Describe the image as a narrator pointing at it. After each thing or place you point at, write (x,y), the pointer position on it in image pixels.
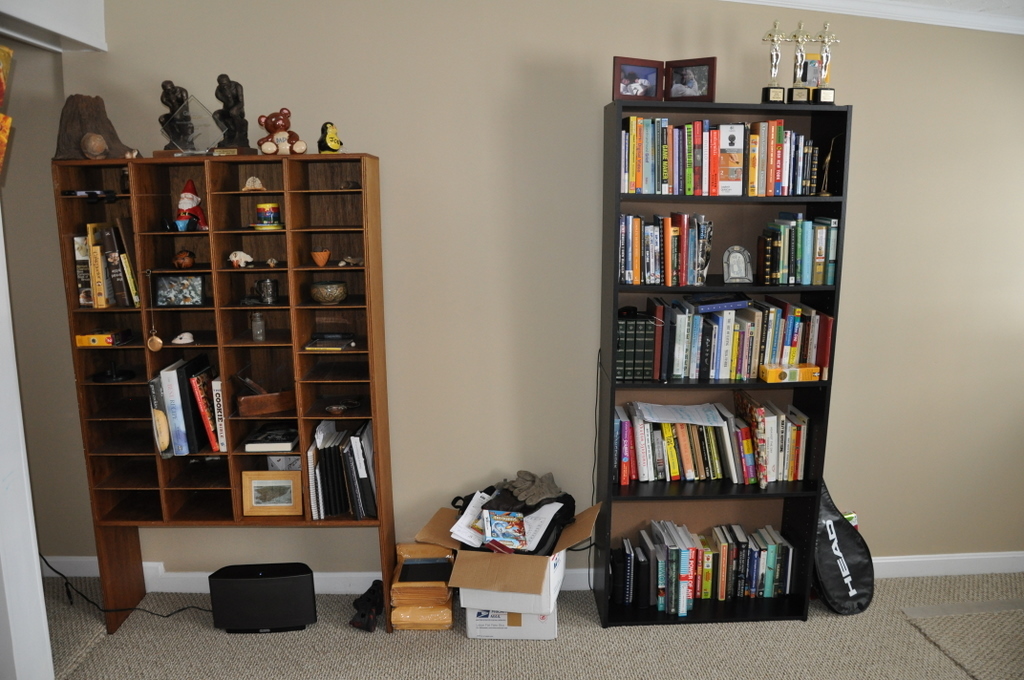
This image is taken indoors. At the bottom of the image (160,632) there is a floor (896,646) with mats (954,634). In the background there is a wall (414,105). In the middle of the image (640,298) there is a cupboard (755,508) with a few shelves (727,609) and many books (695,460) and there are a few awards (804,99) and picture frames (697,79) on the cupboard (741,609). There are a few things (495,559) on the floor (462,620). On the left side of the image (270,342) there is a cupboard (214,355) with many things (285,456).
